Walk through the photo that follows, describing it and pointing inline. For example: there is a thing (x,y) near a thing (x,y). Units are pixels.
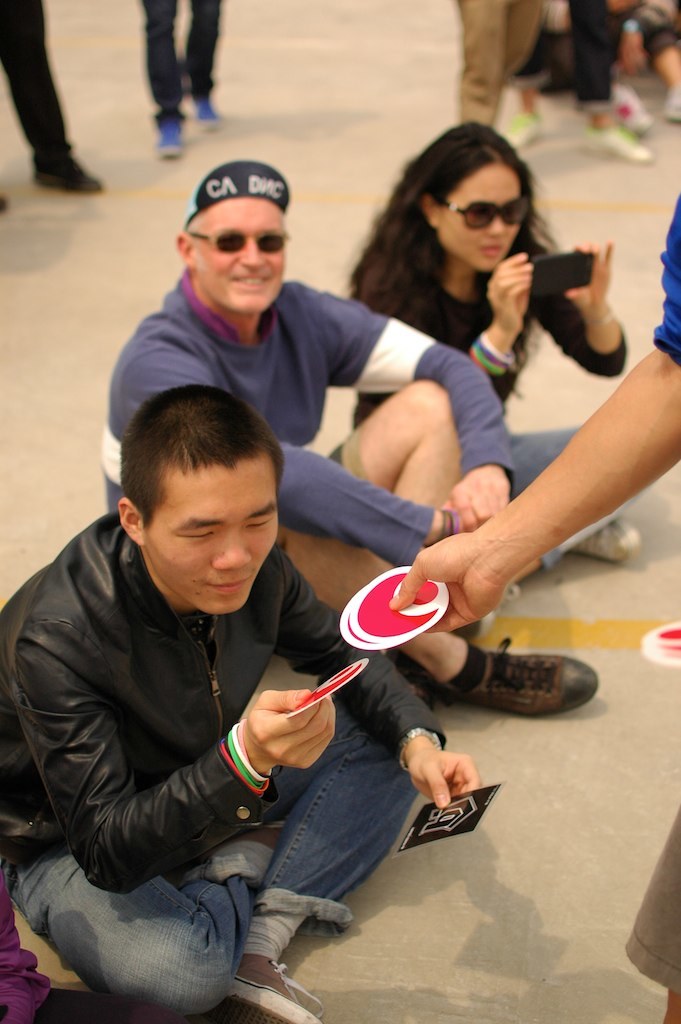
In this image few persons (288,426) are sitting on the floor (449,746) and among them a woman (498,388) is holding a mobile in her hands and a man (407,726) is holding cards (357,674) in his hand (295,723). In the background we can see only legs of few persons (32,15) on the floor (265,143). On the right side (640,444) we can see a person (642,472) holding cards (432,589) in the hand (456,584).
